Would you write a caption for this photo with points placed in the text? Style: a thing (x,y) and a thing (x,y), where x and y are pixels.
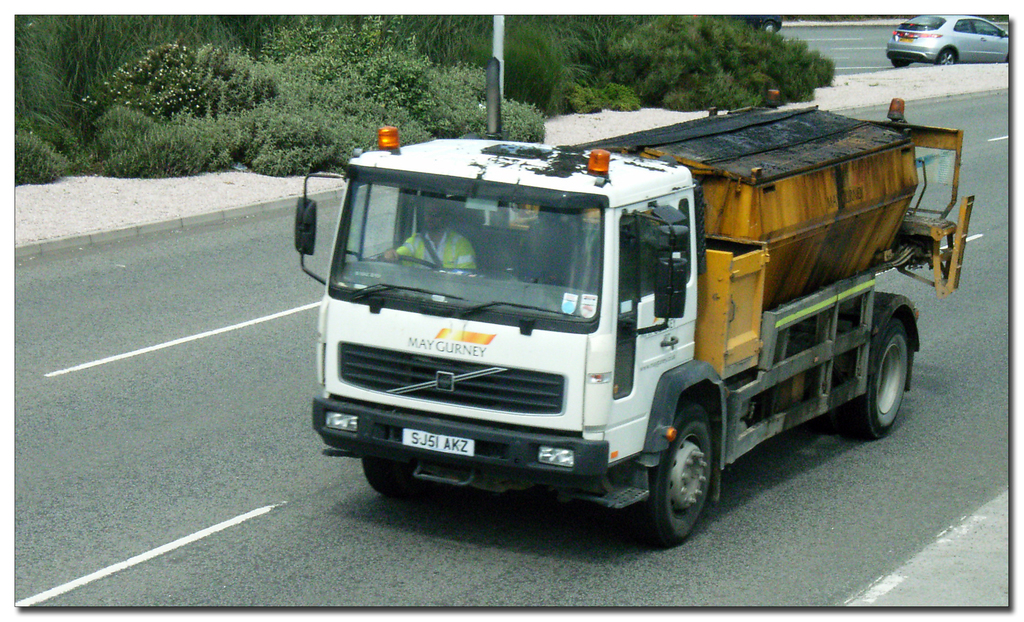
In this picture I can see the vehicles (525,329) on the road (441,527). I can see trees (341,78) on the left side (341,78).
